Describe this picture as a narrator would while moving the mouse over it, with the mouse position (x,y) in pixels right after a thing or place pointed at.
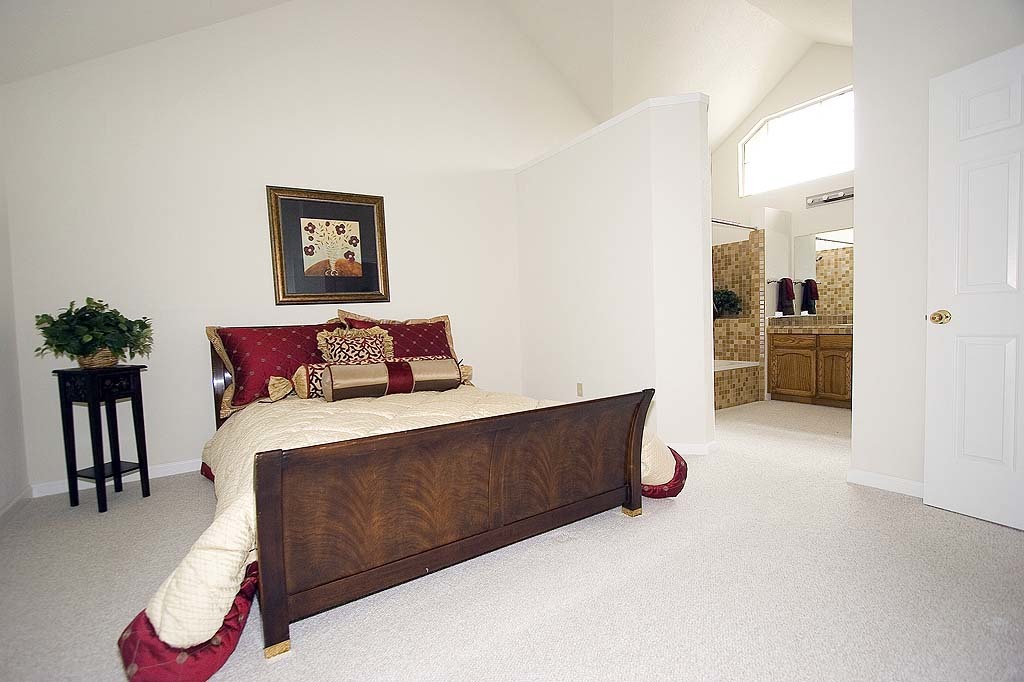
This picture is taken in a room (671,565), In the middle (627,434) there is a brown color bed (357,524) on that bed (348,534) there is a white color blanket (353,414), In the left side (73,465) there is a black color table (85,395) on that table (87,375) there is a green color flower box (107,358), There is a white color wall (273,112) and there is a black color picture (339,256).
